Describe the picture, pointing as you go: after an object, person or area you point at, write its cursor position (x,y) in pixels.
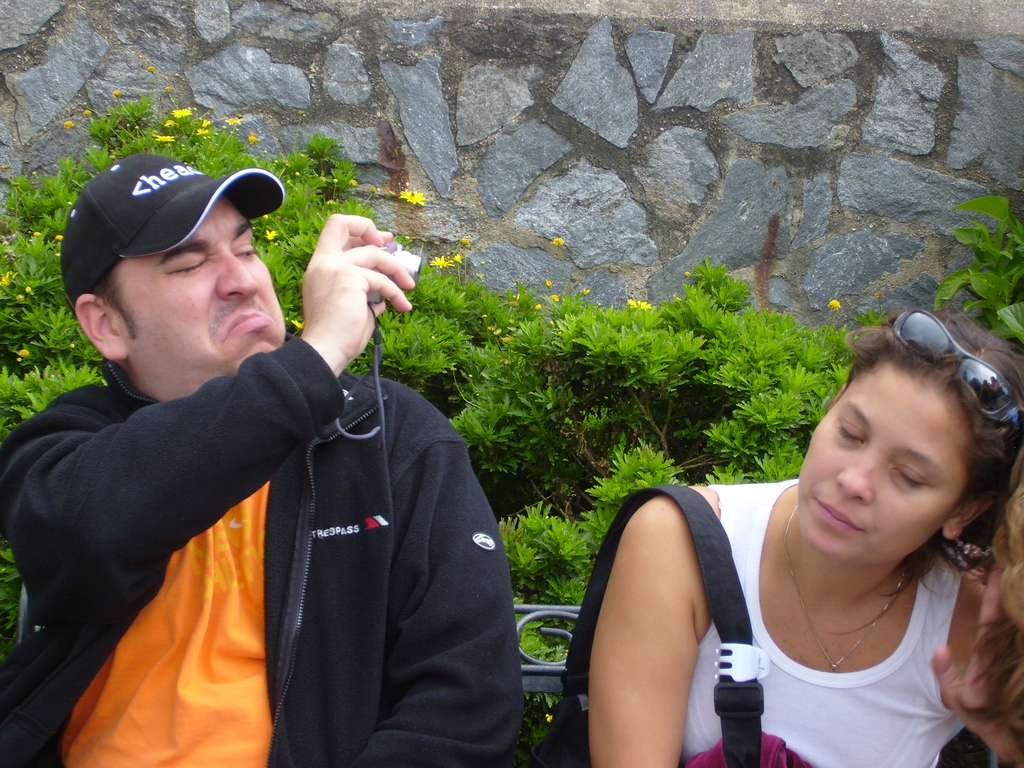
In the picture I can see a man (413,511) on the left side (231,372) is wearing a black color jacket (374,531) and he is holding a camera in his right hand (338,223). There is a woman (917,517) on the right side (962,543) and looks like she is carrying a bag (752,699). I can see two of them sitting on the metal bench (524,678). In the background (541,620), I can see the plants (517,346) and a wall (651,237).
